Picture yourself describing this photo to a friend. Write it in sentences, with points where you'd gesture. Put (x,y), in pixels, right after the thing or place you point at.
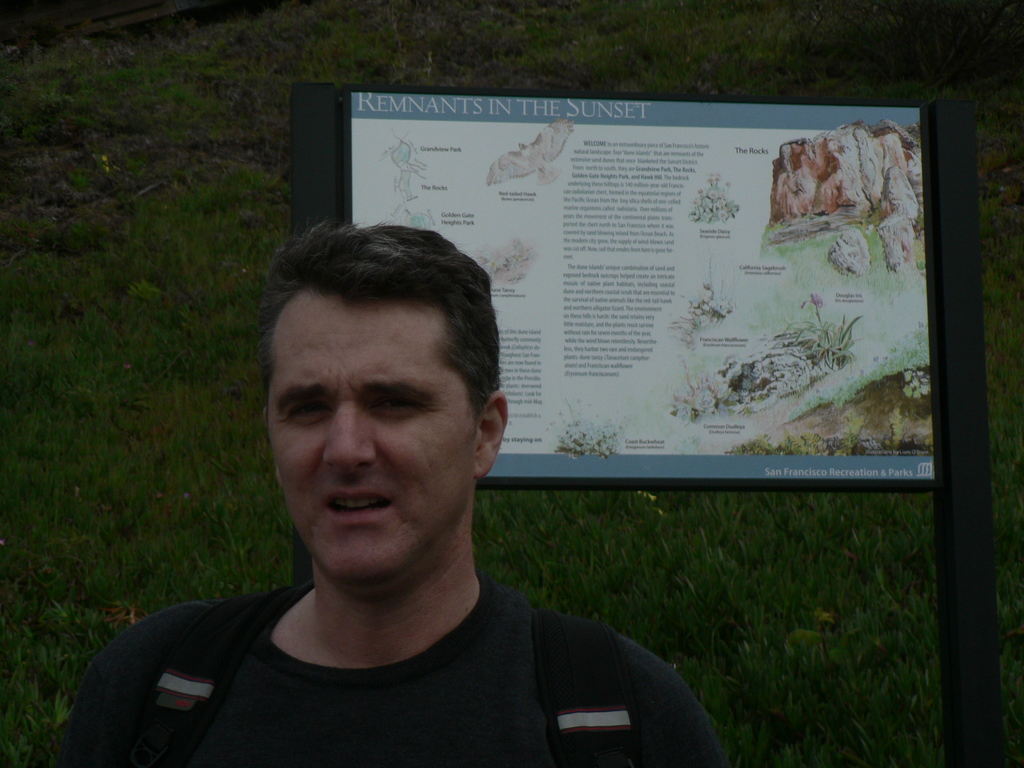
In this image I see a man (451,467) who is wearing black t-shirt (418,717) and I see a board (542,274) over here on which there is something written and I see the green grass (694,58) in the background (654,62) and I see that this board (562,186) is on this black pole (939,497).
